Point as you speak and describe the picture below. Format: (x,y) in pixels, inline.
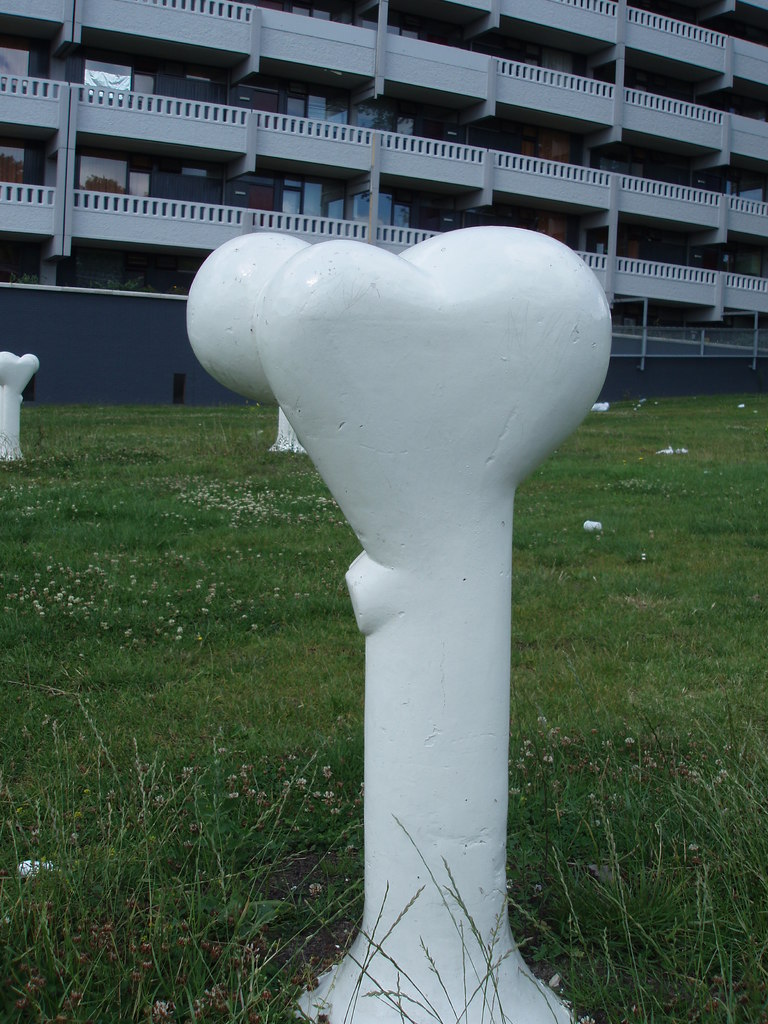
In this image I can see few white color statues (390,423). Back Side I can see building (255,70), windows (322,108) and balcony (258,116). It is in white color. I can see a blue color fencing (136,374). In front (211,790) I can see a green color grass (186,797).
